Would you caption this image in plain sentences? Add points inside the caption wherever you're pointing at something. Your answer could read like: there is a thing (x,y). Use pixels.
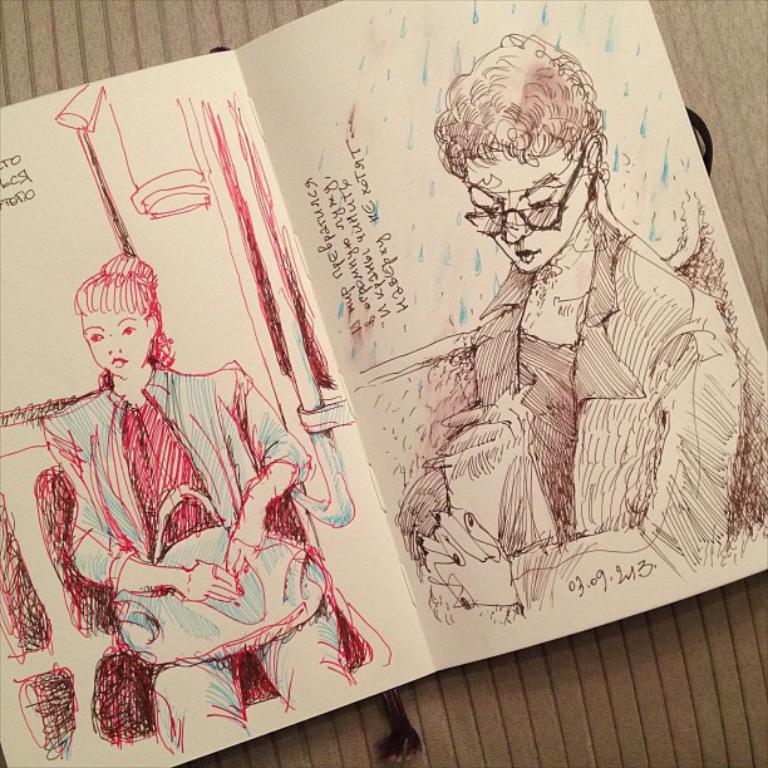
In this image we can see a sketchbook (389,475) on which we can see some text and drawing (321,583).
